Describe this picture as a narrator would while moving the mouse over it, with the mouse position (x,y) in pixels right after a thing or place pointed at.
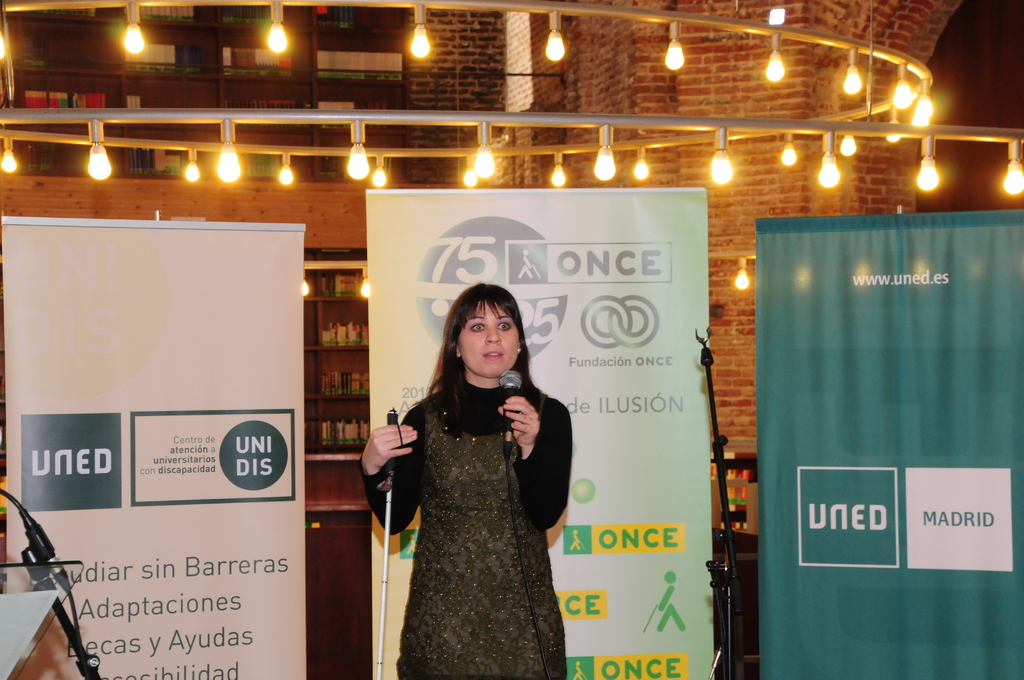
This Image, we can see woman (470,515) is standing. She hold a microphone (512,394) on his left hand (510,409) and stick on his right hand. She wear a black color and grey combination dress (443,559). Behind her there are 3 banners (271,422). The left side (35,592), we can see glass thing (30,580) and paper (25,615) and stand (66,616). Here we can see wire (72,609) also. We can found lamps (381,161) and rod (400,115). At the background (380,141), we can see some shelf (337,302) and brick wall (727,205).
